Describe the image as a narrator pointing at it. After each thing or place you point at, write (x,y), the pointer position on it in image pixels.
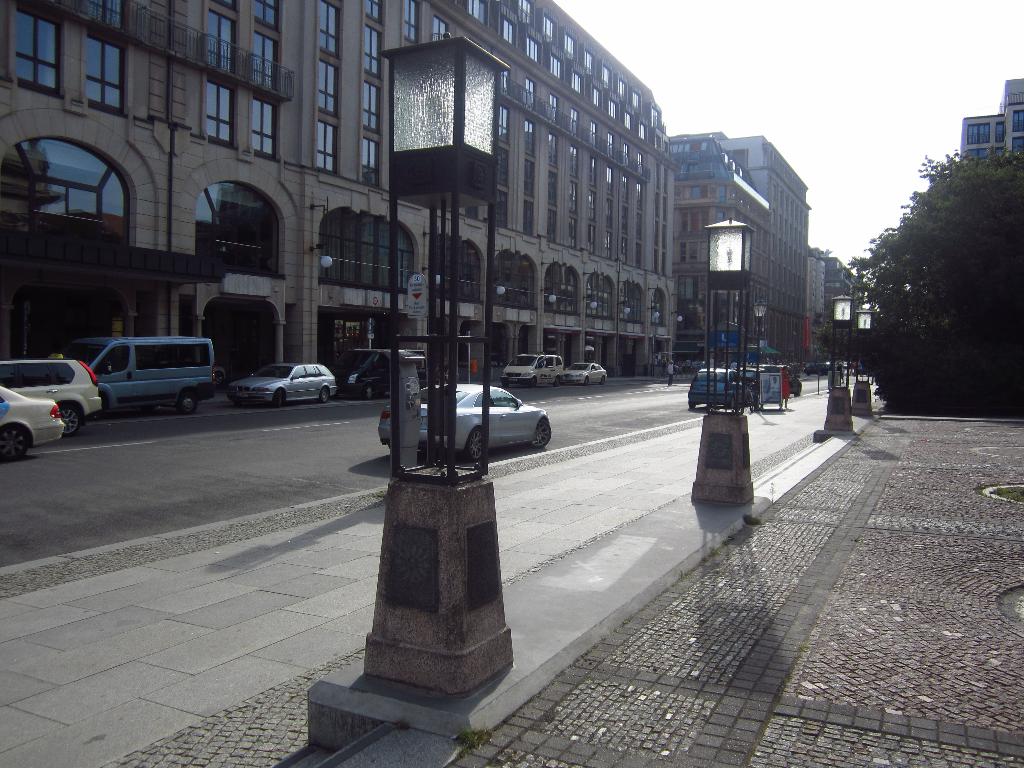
In the picture there is a footpath (507,481) and beside the footpath (244,648) there are many street lights (717,365) and beside that there is a road (156,442), on the road (370,402) there are a lot of vehicles (173,372) and on the other side of the road (3,514) there are many buildings (598,124). On the right side (958,236) there is a tree (1002,183) and behind the tree (978,225) there is a building (1003,119).
